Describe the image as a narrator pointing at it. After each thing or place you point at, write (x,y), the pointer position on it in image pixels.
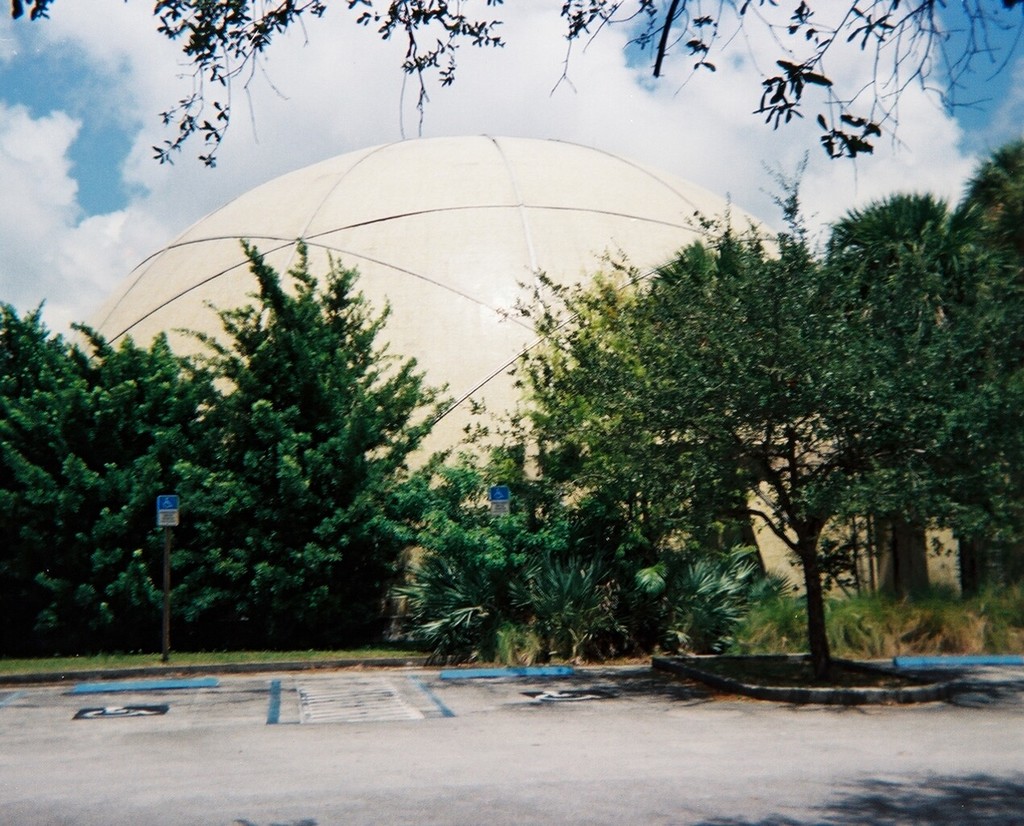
In the foreground of this picture (519,632), there is a path (576,799) to walk, few trees (476,582), poles (168,550) and a dome (431,257). On the top (87,180), there is sky (167,177) and the cloud (242,150).
